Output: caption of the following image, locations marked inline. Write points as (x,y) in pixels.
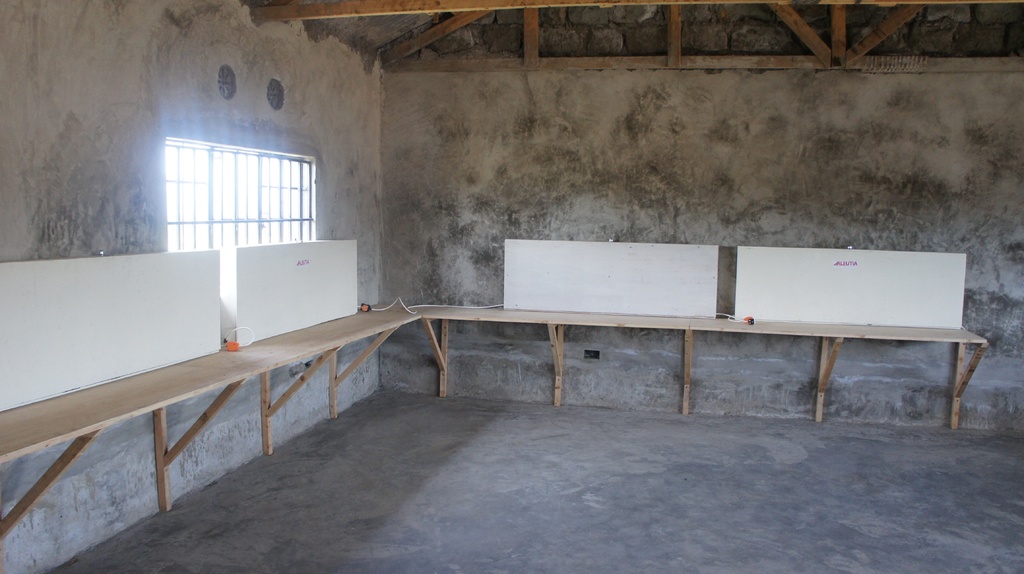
In this image I can see white color boards (817,274) on a wooden table (54,399). Here I can see a window (241,207) and a wall (661,158).
